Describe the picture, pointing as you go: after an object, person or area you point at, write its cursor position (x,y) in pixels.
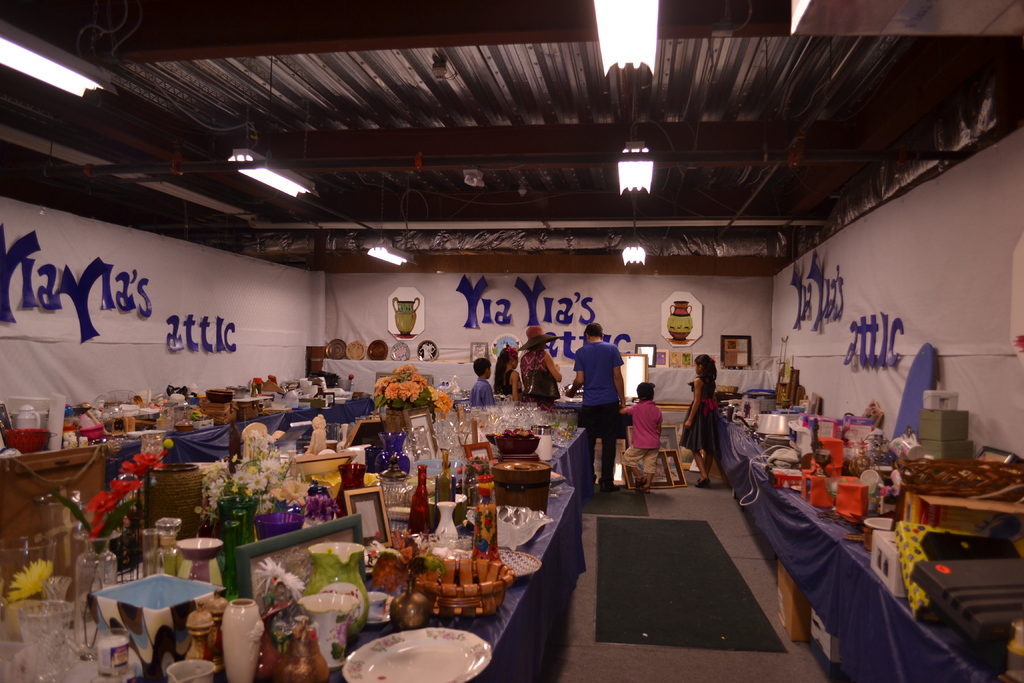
At the bottom of the image (585,459) there are some tables (566,464), on the tables (585,459) there are some products (458,469) and bottles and flower vases (359,475). In the middle of the image (641,432) few people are standing and watching. In front of them there is wall (951,340), on the wall (272,324) there are some posters (1020,333). At the top of the image (960,71) there is roof (163,47) and lights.
